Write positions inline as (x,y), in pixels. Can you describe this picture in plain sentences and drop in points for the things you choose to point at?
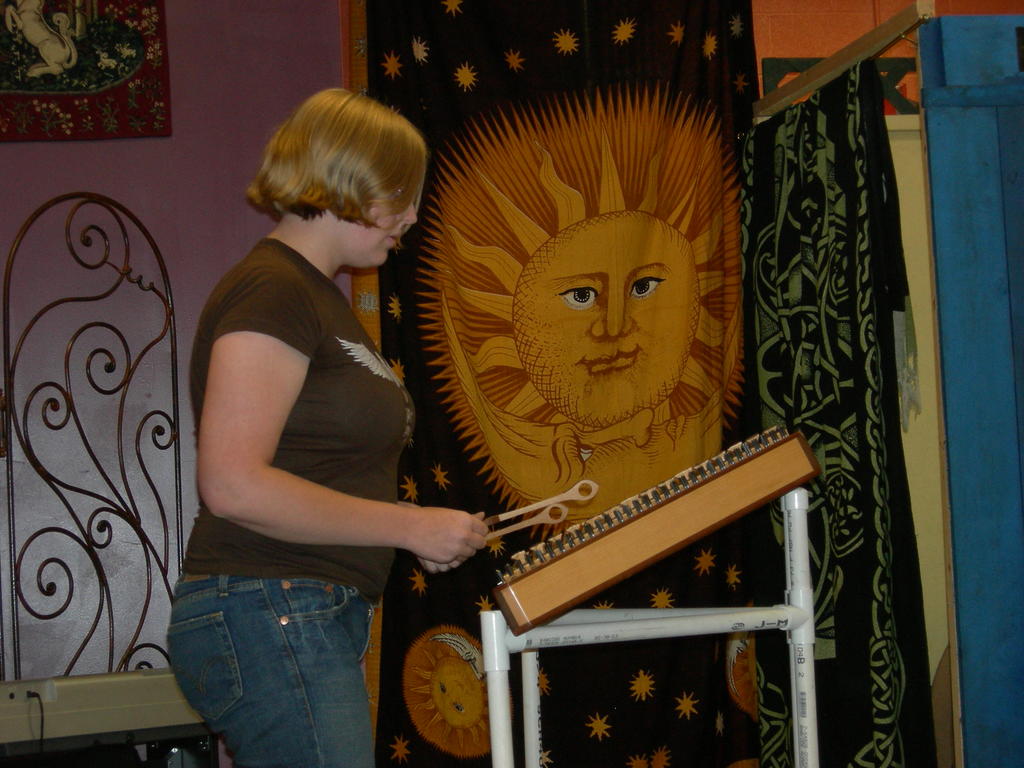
In the middle of the image (353,499), there is a woman (292,117) in a T-shirt (306,309), holding two sticks (535,521) with both hands (462,538) and standing in front of the board (706,521) which is arranged on a white color stand (494,673). In the background (96,19), there is a painting (162,15) attached to the wall (263,84) and there is a painting (469,173) on the cloth (621,13).
